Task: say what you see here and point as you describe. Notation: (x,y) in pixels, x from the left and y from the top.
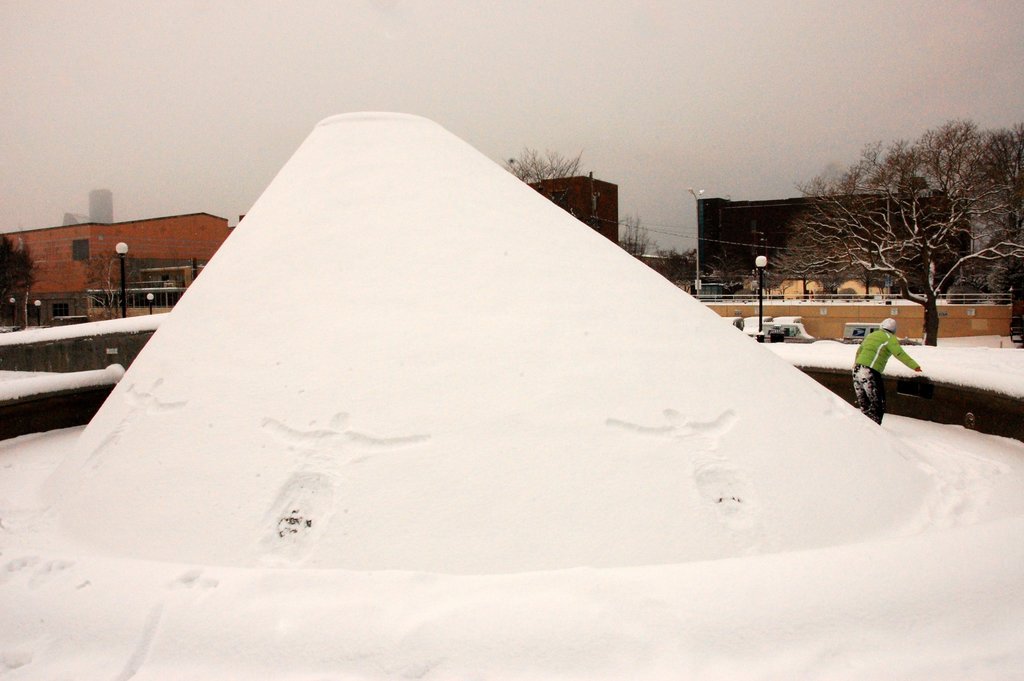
This is snow (404,425) and there is a person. Here we can see poles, lights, trees (997,227), and buildings (202,244). In the background (748,166) there is sky (813,86).
